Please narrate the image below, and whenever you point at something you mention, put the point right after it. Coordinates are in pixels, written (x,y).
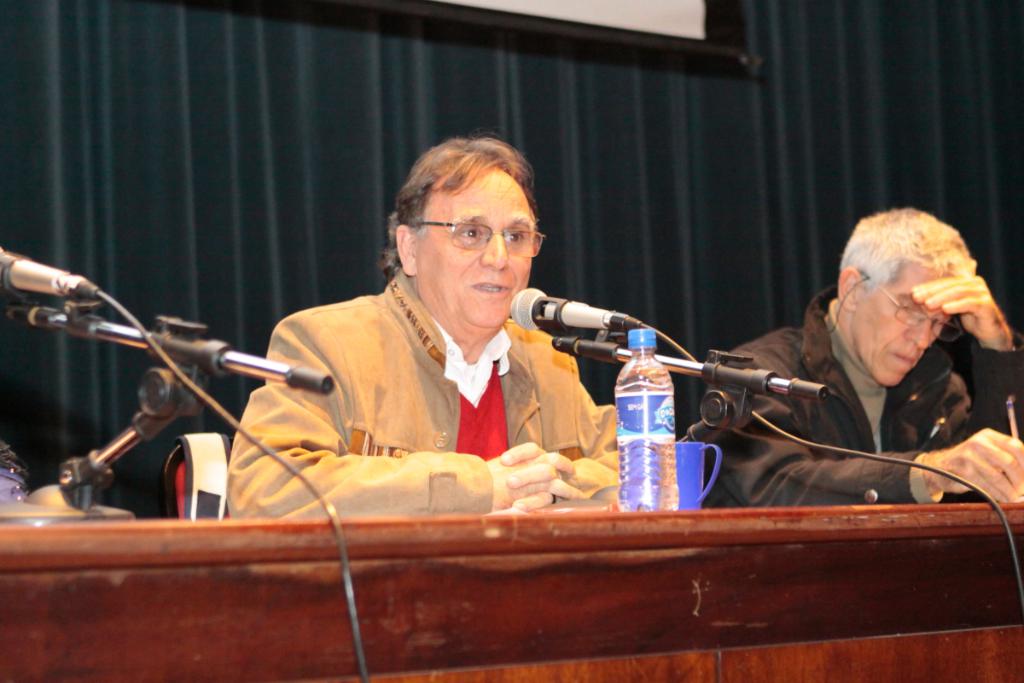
There are two men (876,404) sitting and wearing specs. In front of them there is a platform (790,517). On that there are mics (49,291) with mic stands (265,366), bottle (673,463) and cup (684,495). In the background (440,135) there is curtain (734,107).
